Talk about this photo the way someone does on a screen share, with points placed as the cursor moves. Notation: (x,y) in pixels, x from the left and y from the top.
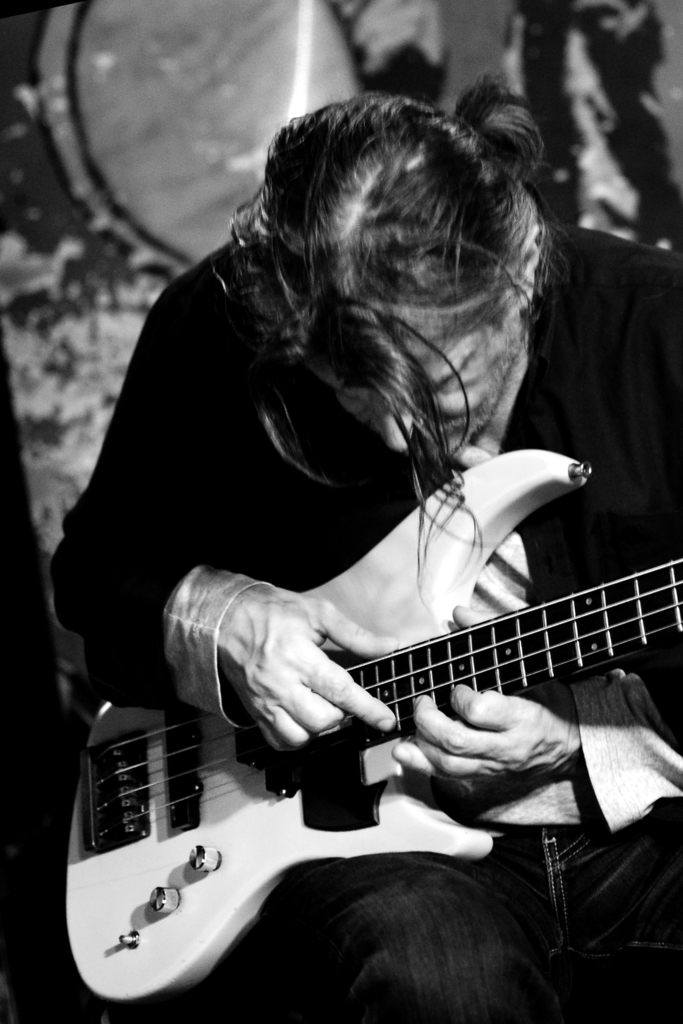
A black and white picture. The man (482,872) is sitting and playing a guitar (251,780).
